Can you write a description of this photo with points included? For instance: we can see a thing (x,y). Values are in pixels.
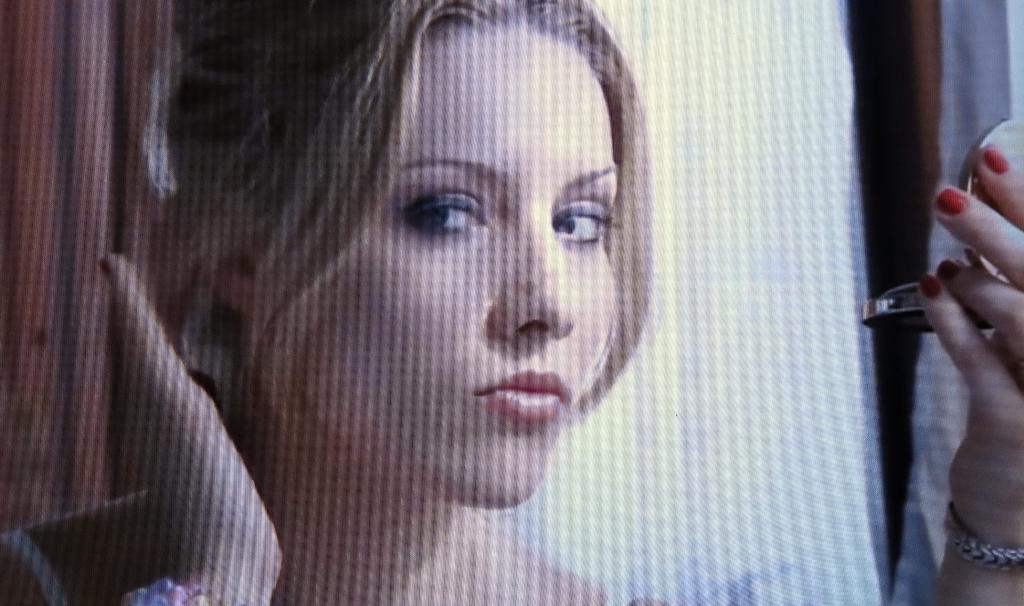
In this image we can see a woman (573,367) holding a mirror (996,139) with her left hand (1017,204).
